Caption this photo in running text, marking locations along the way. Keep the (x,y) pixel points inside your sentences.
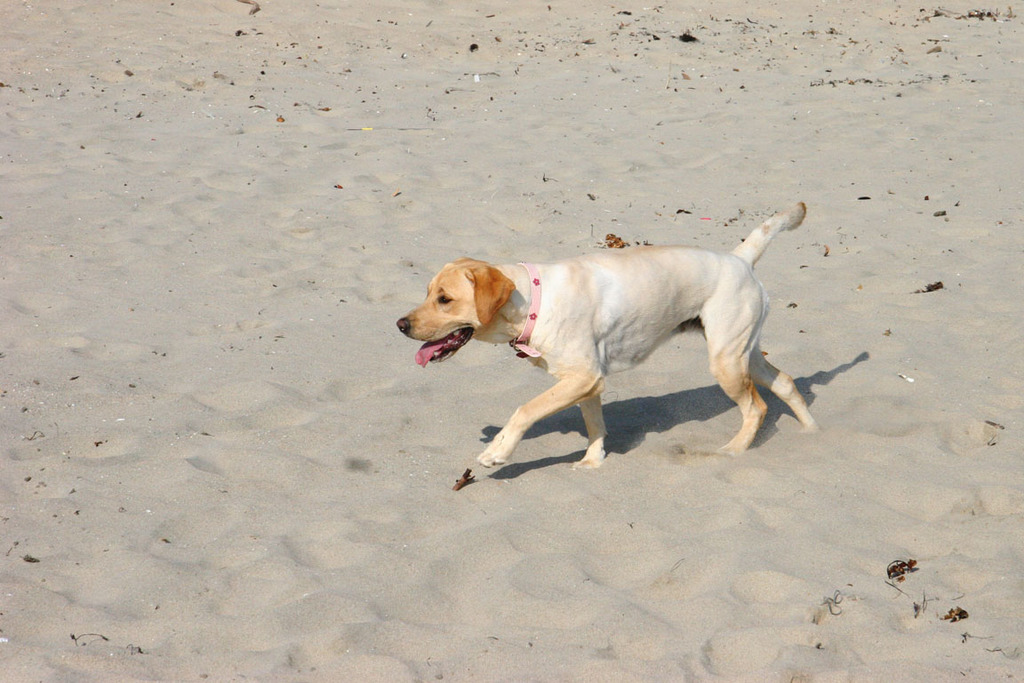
In this image, we can see a dog (744,382) walking on the sand (204,359).
